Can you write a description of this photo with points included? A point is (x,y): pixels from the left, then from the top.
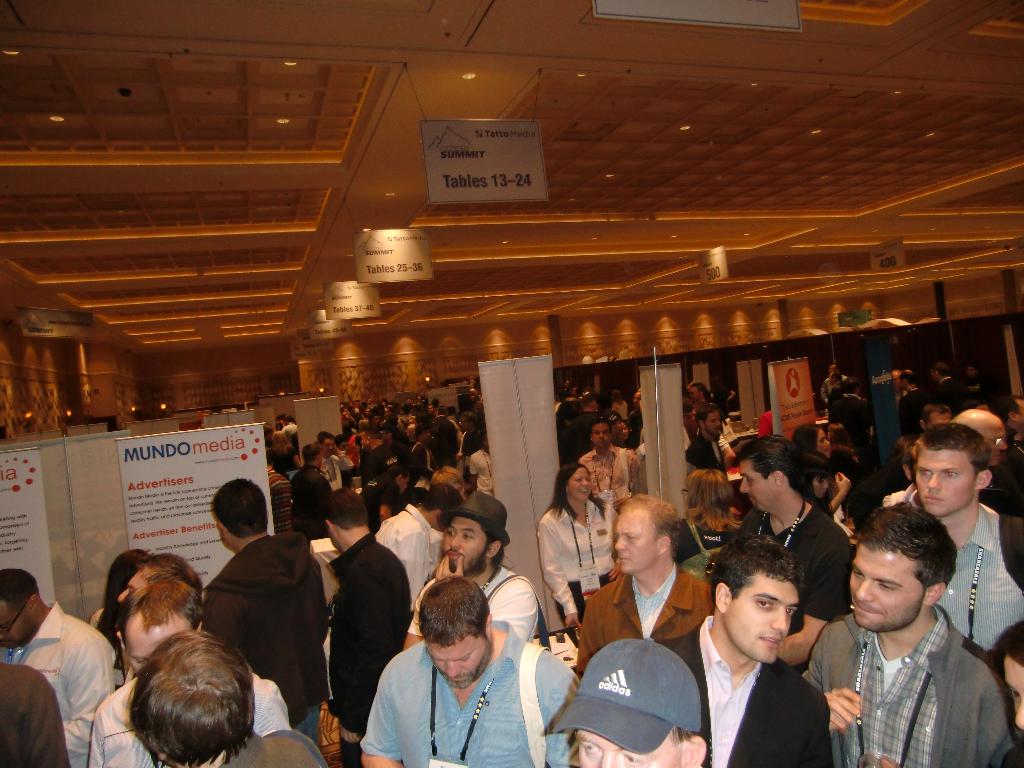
In this image there are a few people (728,568) standing, in between them there are few banners (146,451). At the top of the image (266,189) there is a ceiling (230,242) and few boards (365,253) are hanging.
